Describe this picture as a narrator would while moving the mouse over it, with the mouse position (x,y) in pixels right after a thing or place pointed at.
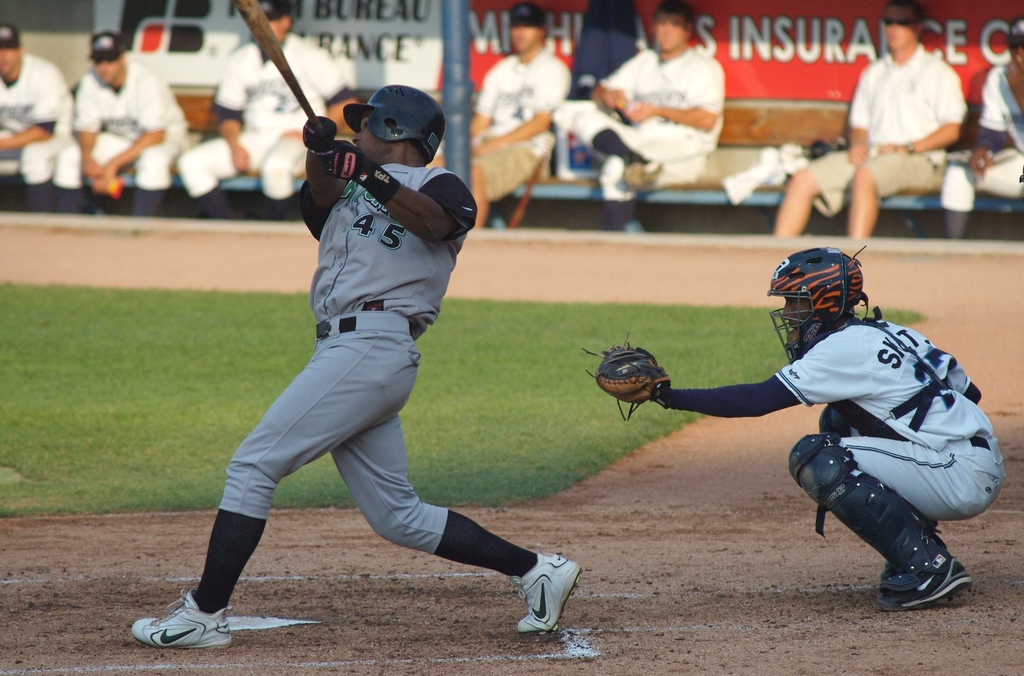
In the foreground of this image (352,348), there is a man (352,425) standing and wearing a helmet (390,124) and holding a bat (295,95) in his hand (329,146). On the right (941,473), there is a man (876,473) squatting on the ground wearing a helmet (784,294) and a glove (641,364). In the background (182,341), there is a grass (141,345), path (156,264), few persons (700,110) sitting, a pole (459,110) and a banner wall (360,31).
